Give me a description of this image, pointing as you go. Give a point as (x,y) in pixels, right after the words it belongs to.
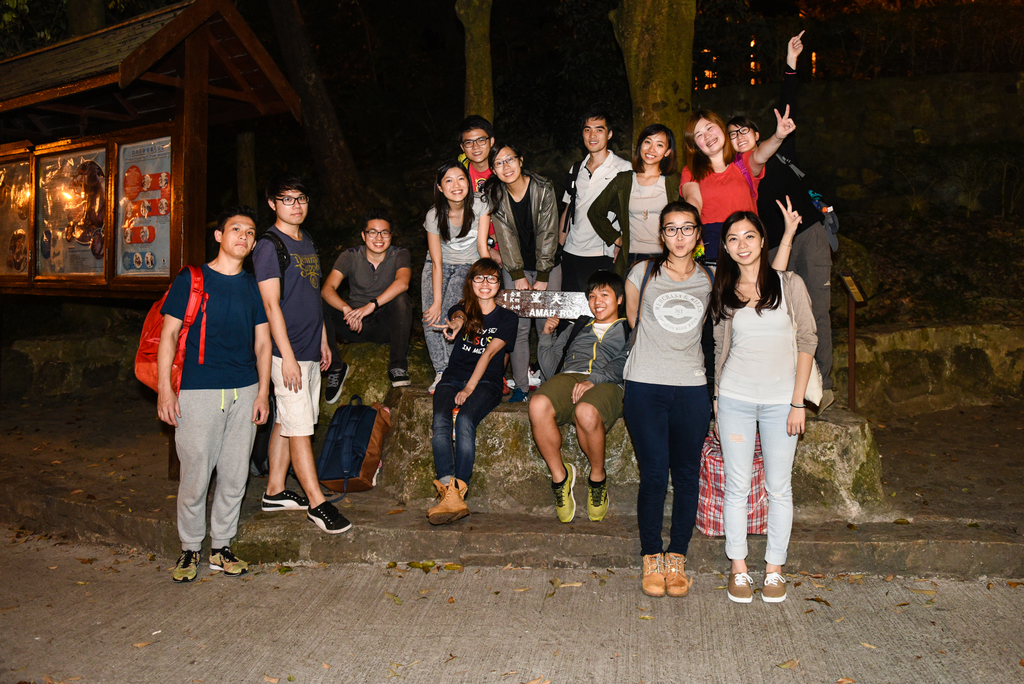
In this picture we can see some people (545,243) are standing, these three persons (610,307) are sitting, a person (253,347) on the left side (202,336) is carrying a backpack (142,336), on the left side (156,134) there is a shed (48,112), we can see a tree (674,41) here.
